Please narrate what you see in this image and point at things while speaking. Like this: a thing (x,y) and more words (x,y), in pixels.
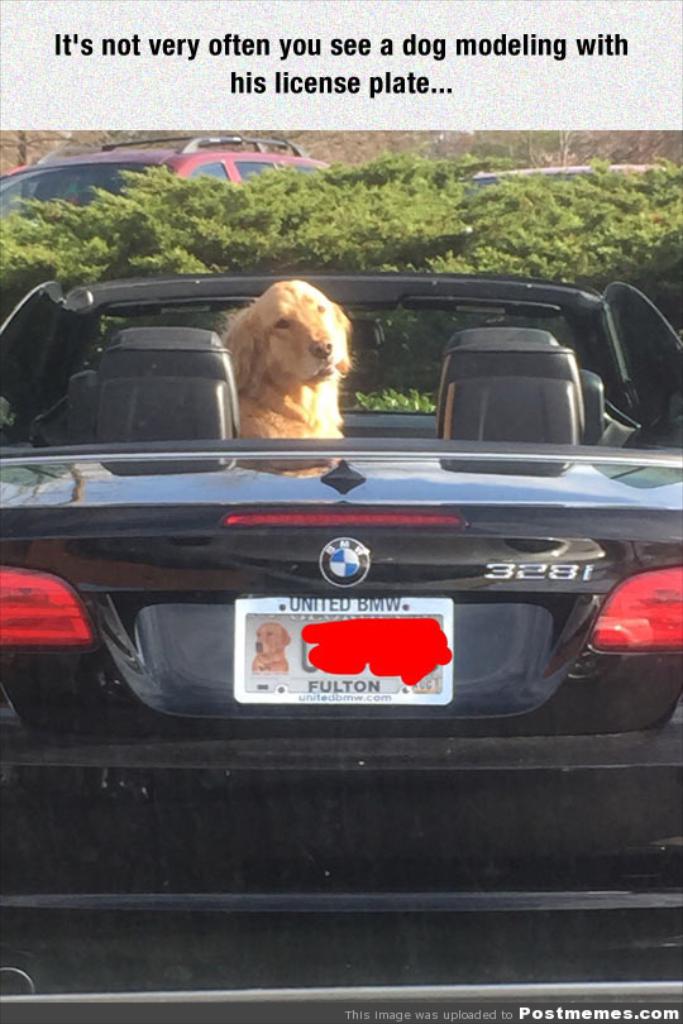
In this image we can see a dog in the car (467,479). In the background (408,185) we can see cars (209,161) and shrubs (282,174). On the top of the image (396,52) we can see some text (441,60).
